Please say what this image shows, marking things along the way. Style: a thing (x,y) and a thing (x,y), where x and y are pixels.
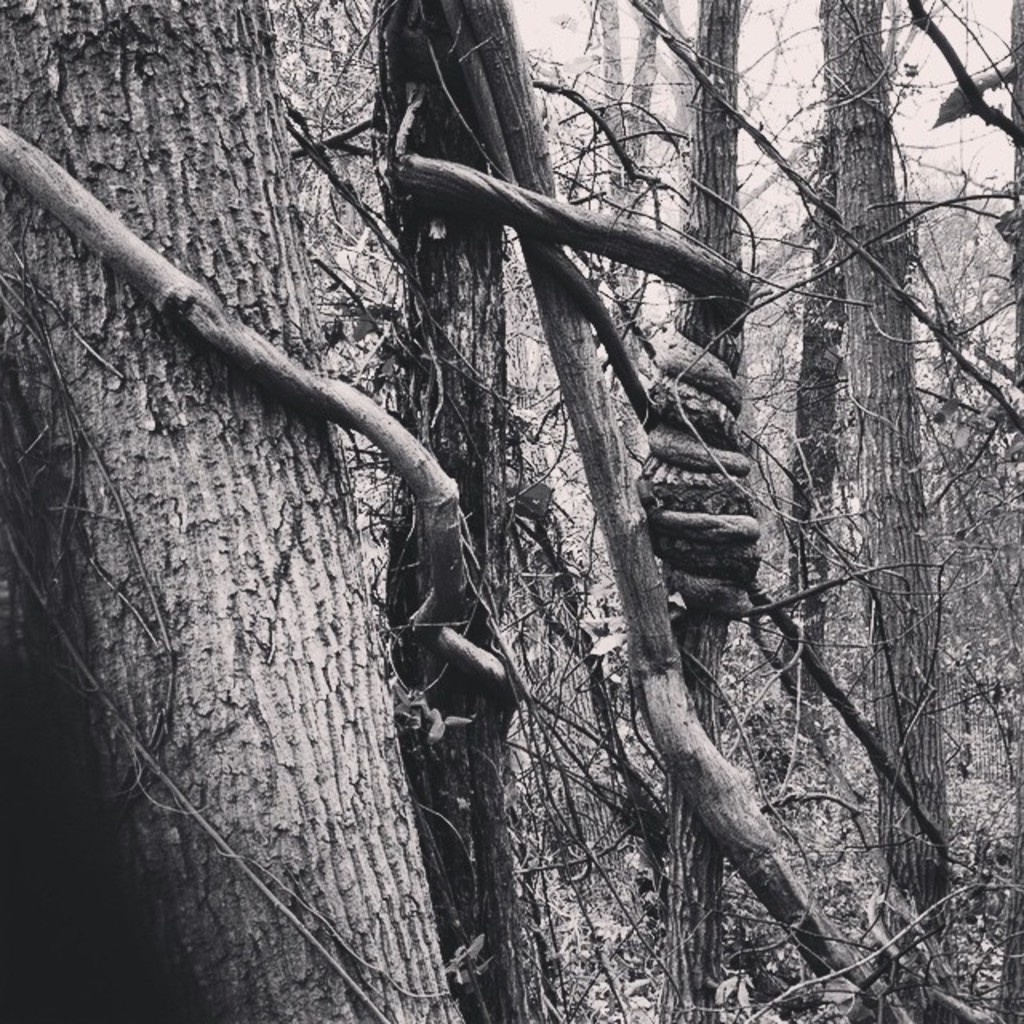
In this image there are many trees (616,320). At the top (750,24) we can see the sky (928,62).
